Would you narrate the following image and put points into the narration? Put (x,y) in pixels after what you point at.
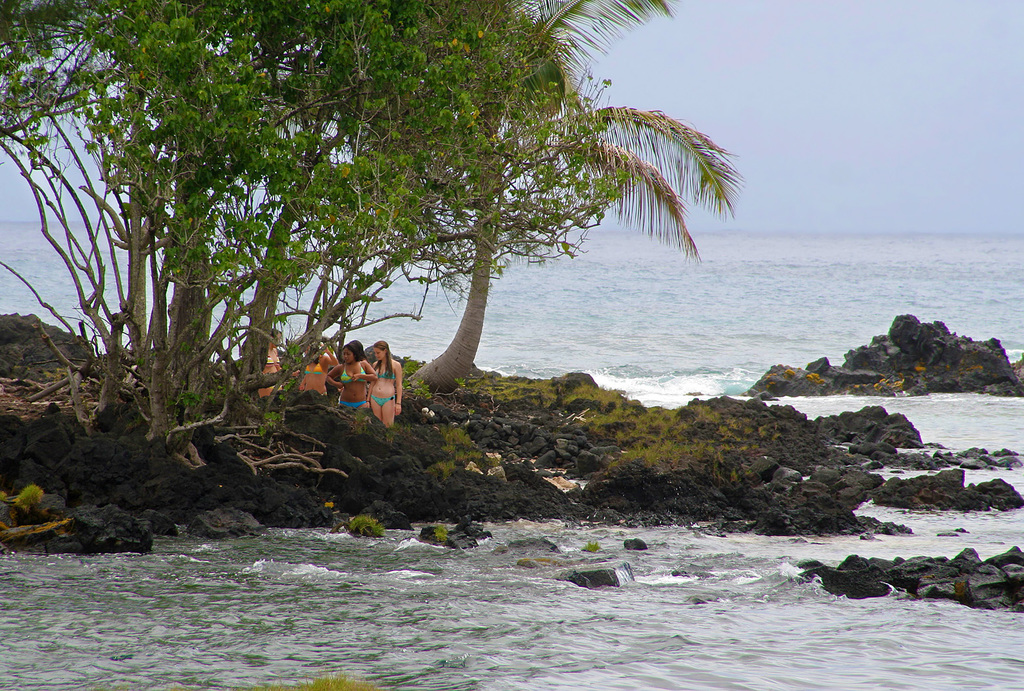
As we can see in the image there is water (621,382), rocks (880,350), trees (425,223) and group of people (364,370). At the top (752,74) there is sky (748,71).
